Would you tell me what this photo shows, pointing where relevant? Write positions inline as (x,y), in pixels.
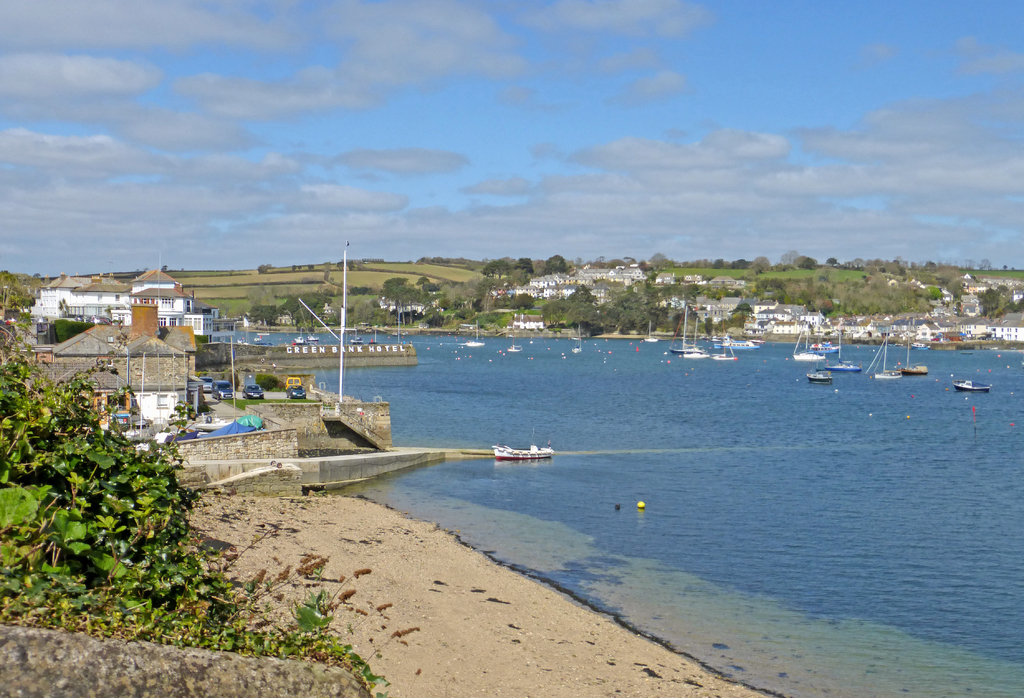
In this image, there are a few buildings (158,404), vehicles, poles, trees (404,293), plants (190,528). We can also see some water (851,437) with boats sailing on it. We can also see some grass (242,299) and the sky (432,243) with clouds (488,246).
